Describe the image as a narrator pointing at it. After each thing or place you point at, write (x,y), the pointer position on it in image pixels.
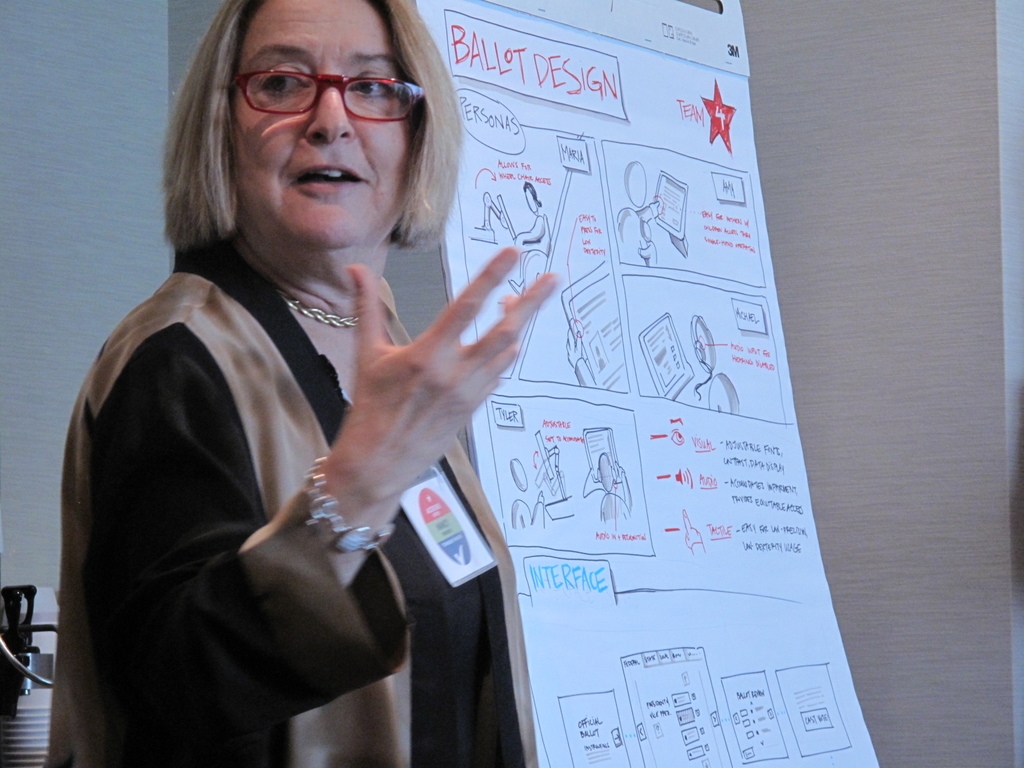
In this image, we can see a person (323,228) wearing spectacles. We can see a board (676,293) with some images (724,321) and text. We can see the wall (934,158) and some objects (40,653) on the left (40,653).
